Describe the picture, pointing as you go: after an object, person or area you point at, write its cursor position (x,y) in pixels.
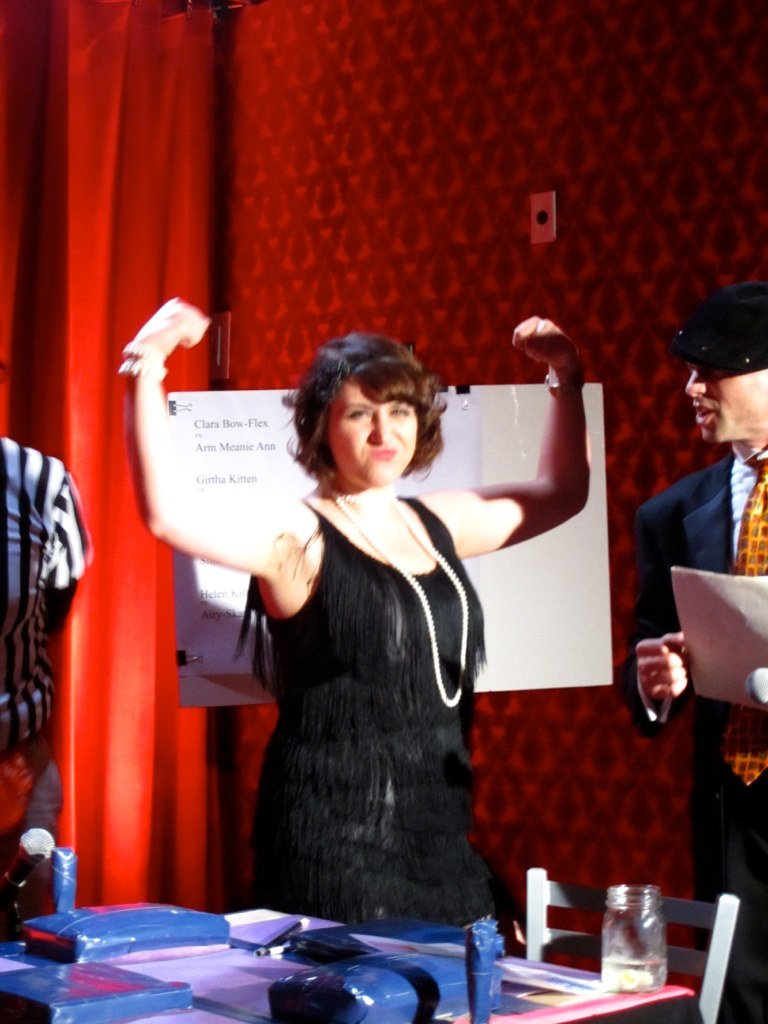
In this image we can see three persons (311,742), among them one person (639,638) is holding an object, there is a chair (602,900) and a table (522,985), on the table (237,923), we can see some objects (208,918), also we can see a board (299,465) with some text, in the background (383,182) we can see a curtain (125,241) and the wall (527,253).
